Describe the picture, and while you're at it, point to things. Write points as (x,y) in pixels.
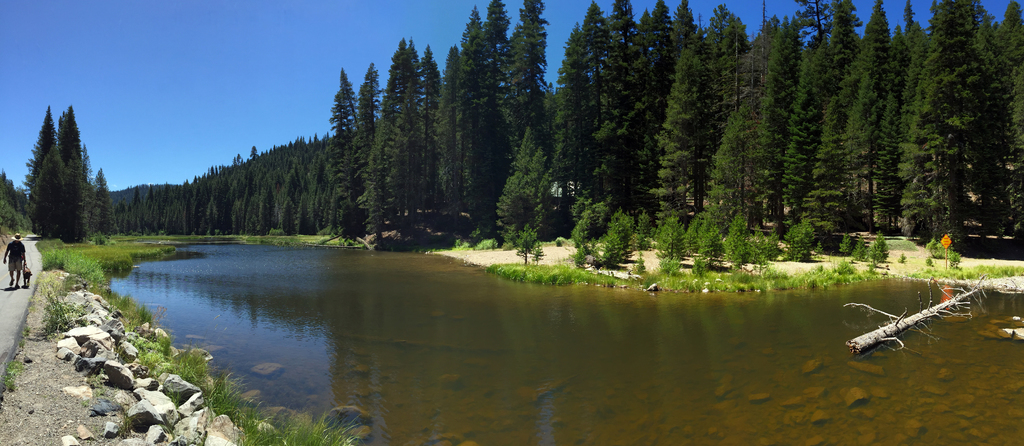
In this image, there are trees (244,232), grass (203,372), rocks (183,422) and water (390,336). On the left side of the image (10,262), I can see a person (19,277) walking on the road (15,289). In the background (112,131), there is the sky (402,38).
